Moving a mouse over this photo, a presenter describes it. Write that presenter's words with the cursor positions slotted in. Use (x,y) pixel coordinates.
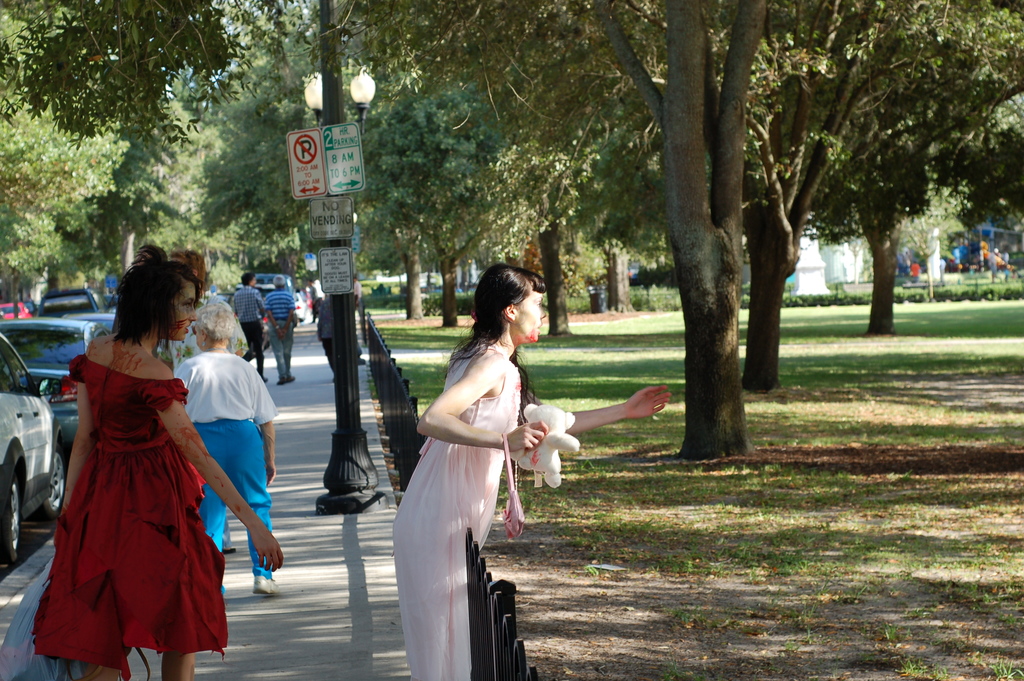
In this image I see the path (312,404) and I see few people (273,296) and I see that this woman (544,428) is holding a soft toy (553,452) in her hand (526,444) and I see a pole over here on which there are boards (326,217) and I see something is written and I see number of cars (51,296). In the background (34,258) I see number of trees (585,269) and I see the plants (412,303) and the grass (809,388).
